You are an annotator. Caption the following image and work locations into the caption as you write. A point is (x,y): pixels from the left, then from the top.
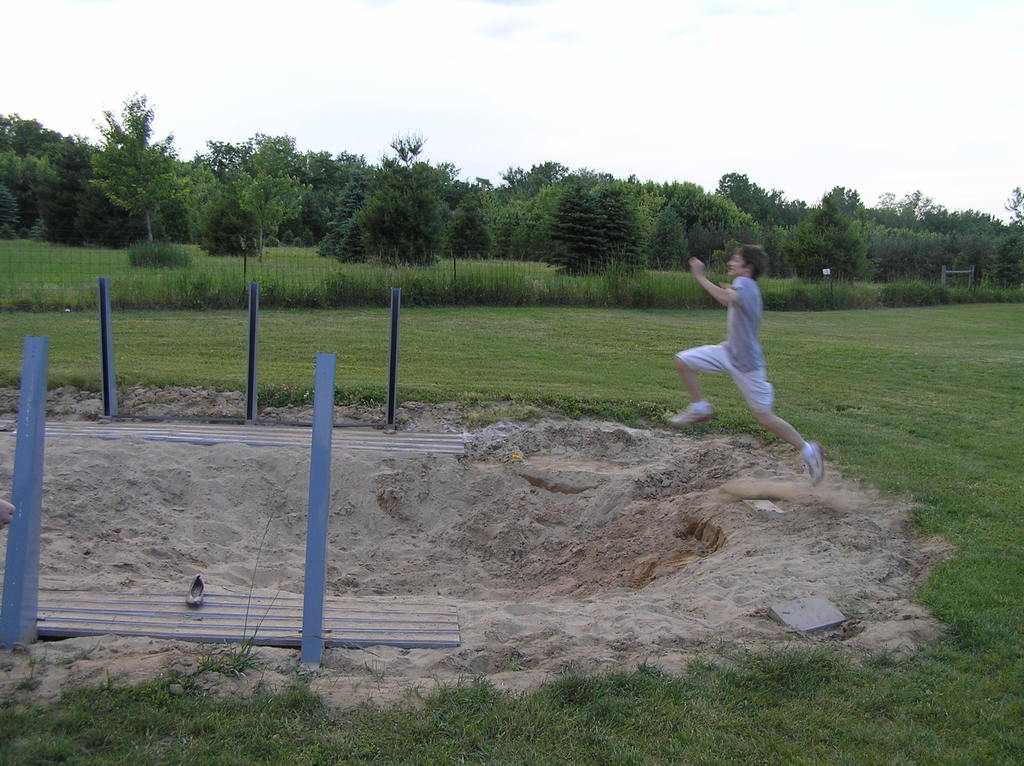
In this image there is a person (743,363) performing the action of running and jumping onto a sand (255,537), behind the person (686,370) there is grass (526,322) and trees (388,210).
